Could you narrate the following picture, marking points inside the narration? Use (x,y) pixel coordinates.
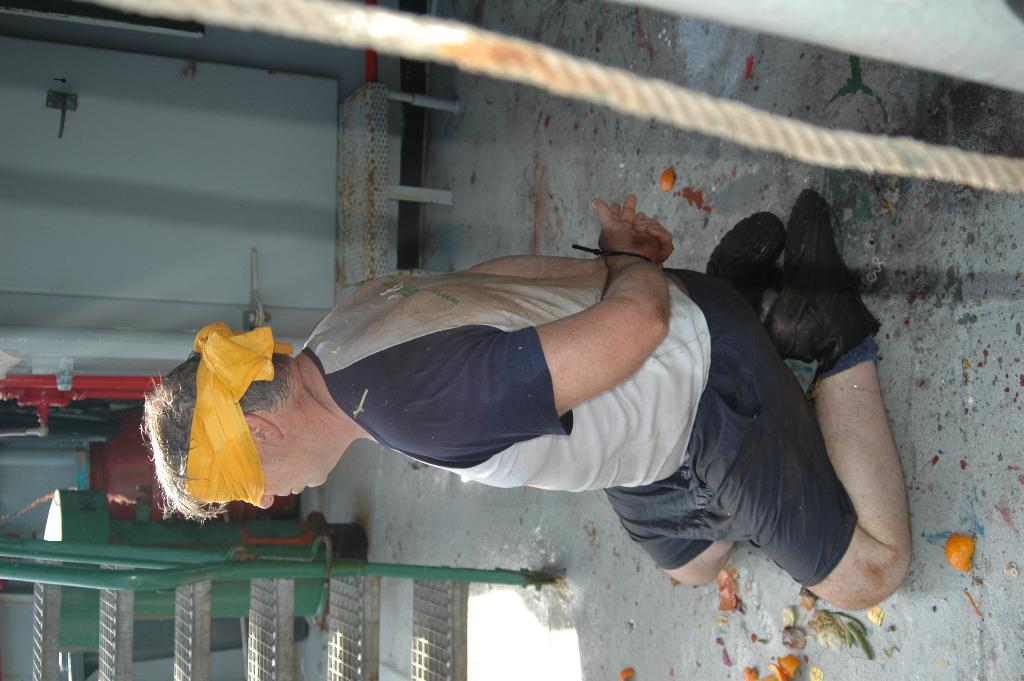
In this picture there is a man (579,488) who is wearing short (768,492) and shoe (782,282). He is a kneeling position, beside him we can see some vegetables (792,644). At the bottom (179,662) there is a stairs (207,625). At the top (751,110) we can see the rope (574,94). On the left (160,137) there is a door (131,141).
